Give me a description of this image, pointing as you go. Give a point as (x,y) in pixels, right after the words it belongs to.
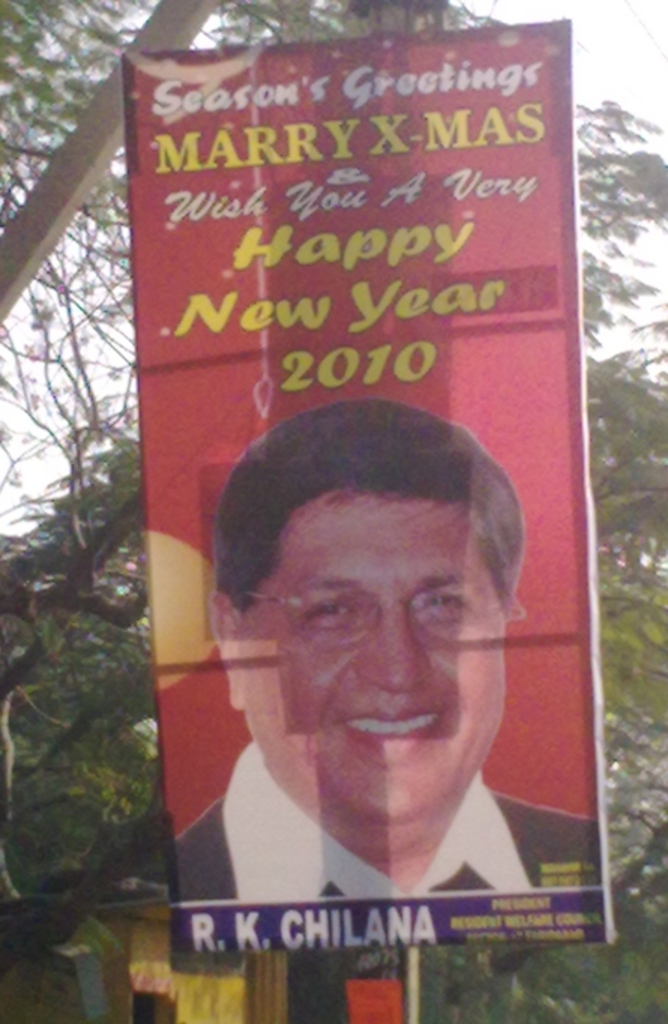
In this image, we can see some trees (624,180). There is a flexi (391,456) in the middle of the image (283,395).
